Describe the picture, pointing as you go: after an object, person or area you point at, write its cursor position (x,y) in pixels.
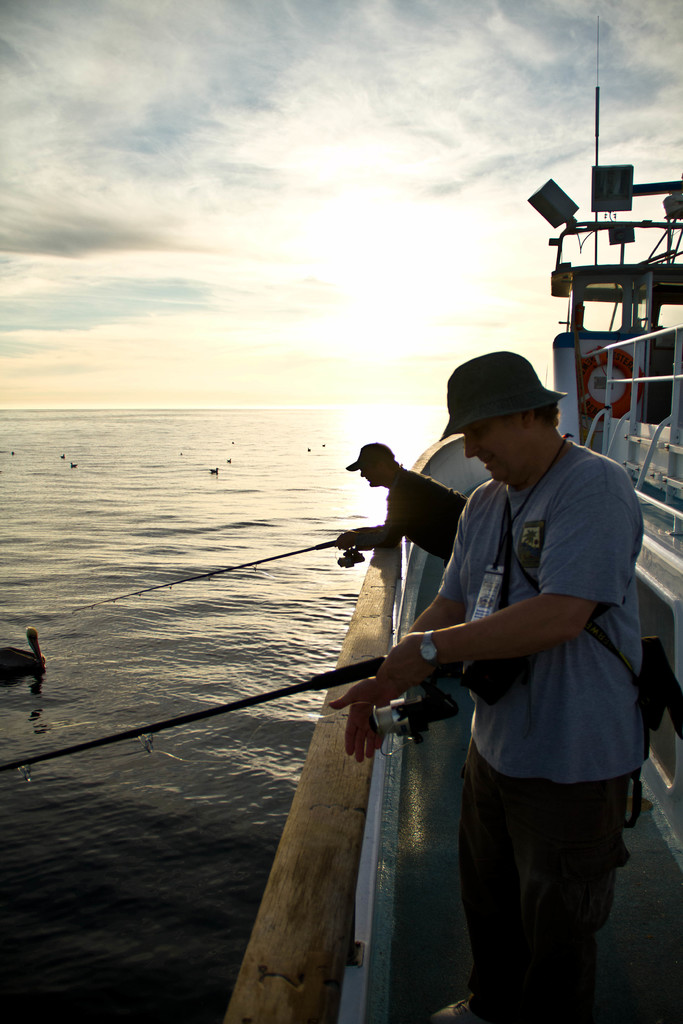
In this image I can see two men (531,639) are standing on a boat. These men (505,724) are holding fishing rods (375,665) and wearing caps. On the water (183,622) I can see some objects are floating. In the background (371,241) I can see the sky (347,239) and the sun (381,243).
